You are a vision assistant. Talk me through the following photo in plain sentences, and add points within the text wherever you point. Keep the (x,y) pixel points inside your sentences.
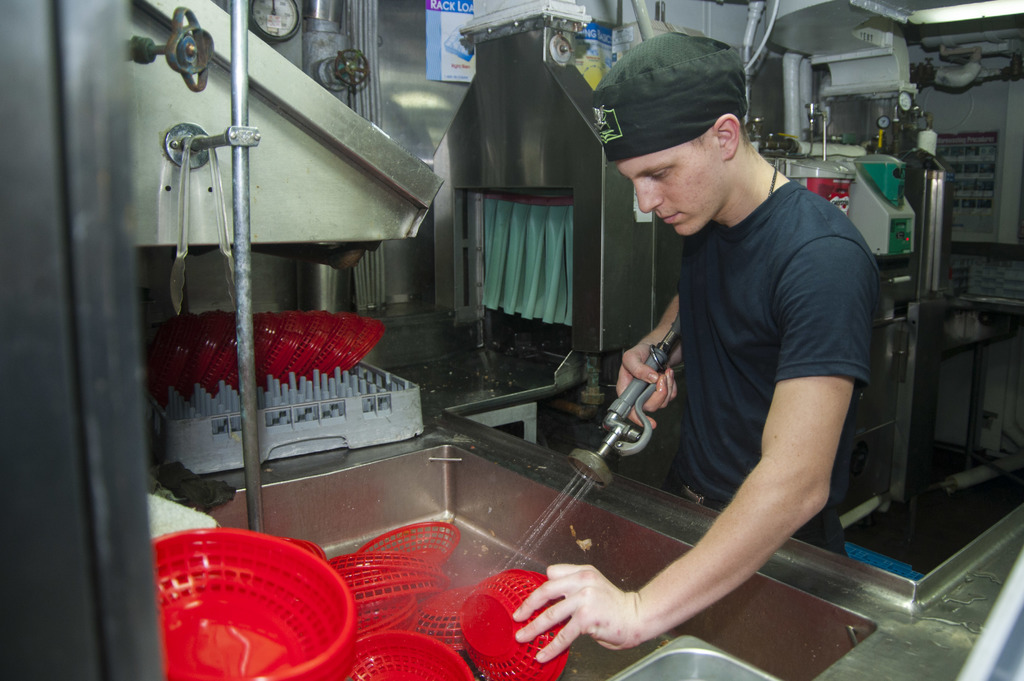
In this picture I can see there is a man (715,418) standing and holding a water pipe (617,419) in his hand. There is a wash basin (602,501) and he is washing utensils (278,358) and there are some machinery equipment (147,5) here in the backdrop (439,187).
